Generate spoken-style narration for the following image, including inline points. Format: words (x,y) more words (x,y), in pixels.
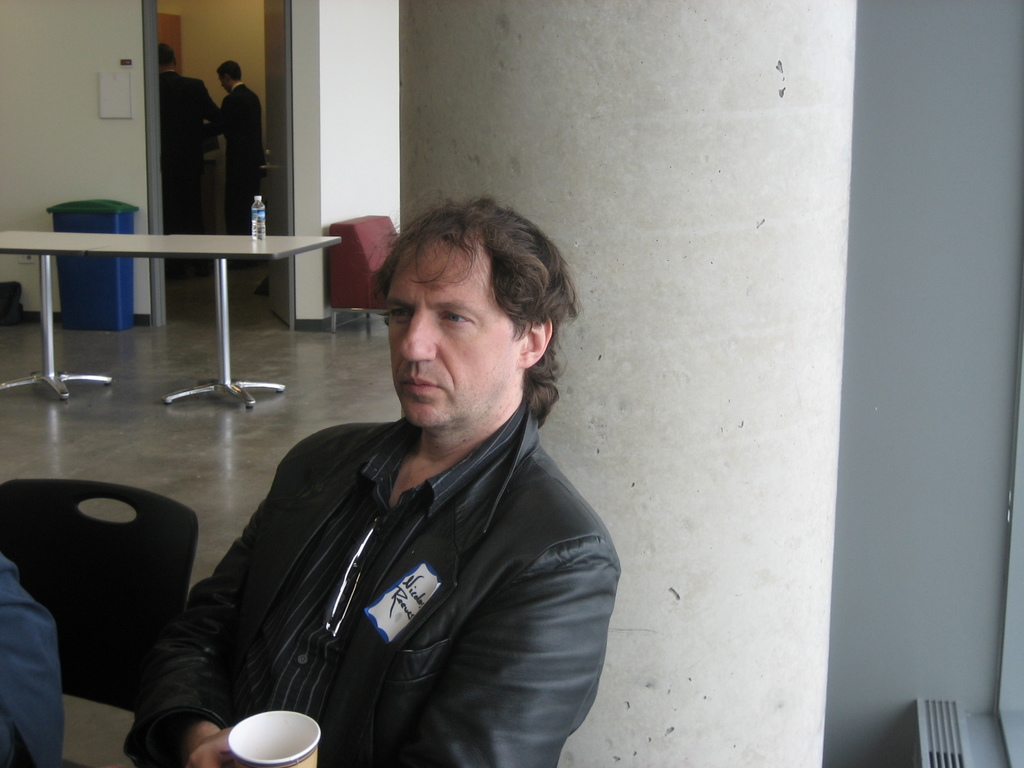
Here I can see a man (438,631) wearing a black color jacket (489,687), holding a cup (258,718) in the hand (219,735), leaning to a pillar (637,527) and looking at the left side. Beside him there is another person (55,657) sitting on a chair (96,625). In the background (83,252) there is a table (98,253) on which a bottle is placed, behind there is a trash bin (100,279) which is placed beside the wall (129,175). In the background (171,133) there are two persons (210,126) standing on the floor (202,302). On the right side (919,193) there is a wall (898,313).
